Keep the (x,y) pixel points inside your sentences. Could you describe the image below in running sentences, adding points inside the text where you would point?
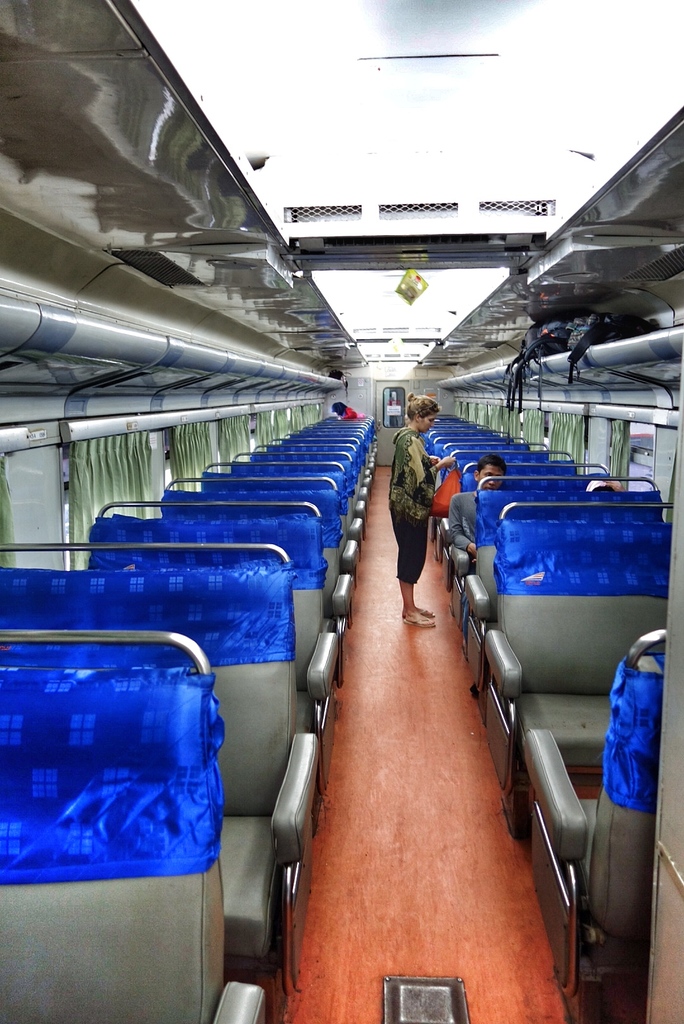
In this image we can see the inside view of the train (202,413). In this image we can see some persons (397,490), seats (524,457), curtains (176,463) and other objects (445,504). At the top of the image (346,192) there are luggage cabins (651,314), AC vents (447,240), lights (422,118) and other objects (400,289). At the bottom of the image (393,877) there is the floor (446,937).
